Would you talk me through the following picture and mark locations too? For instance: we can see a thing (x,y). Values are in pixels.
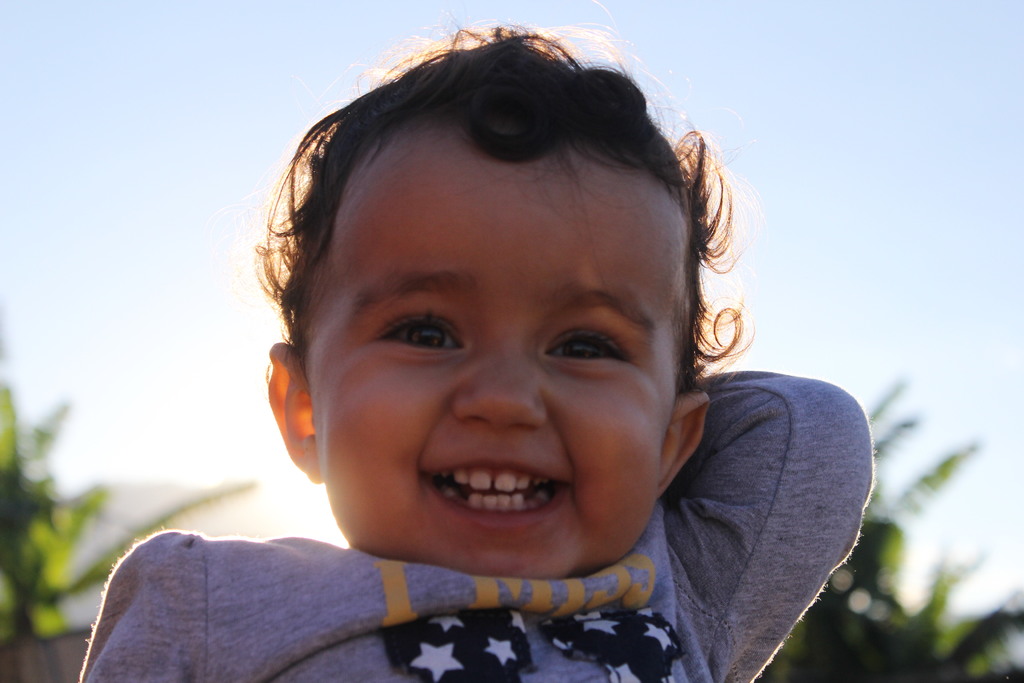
In this picture there is a kid (672,519) smiling. The background (29,417) is blurred. In the background (108,547) there are trees (914,631) and sun (315,525). Sky (225,362) is clear.
